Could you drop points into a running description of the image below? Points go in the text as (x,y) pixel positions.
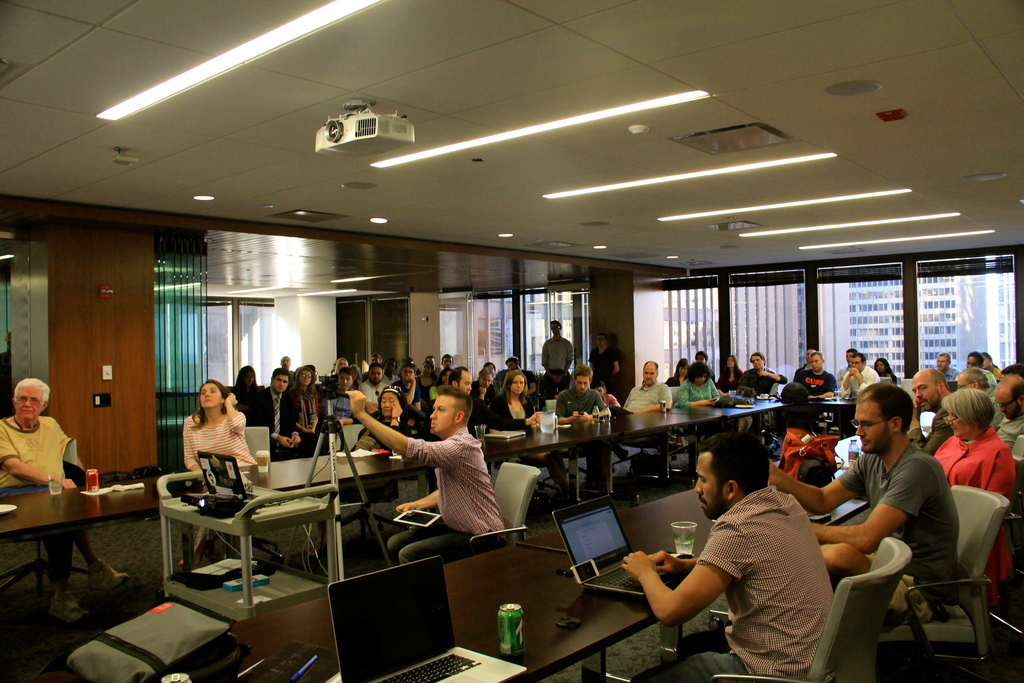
In this image there are group of people (635,405) sitting in chair (1017,449) and in table (530,432) there are jug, book (502,437), laptop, tin (507,605), glass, bag (245,641), camera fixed to tripod stand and in back ground (837,268) there is projector (393,126), lights (676,258), window (747,359), building (792,351).
